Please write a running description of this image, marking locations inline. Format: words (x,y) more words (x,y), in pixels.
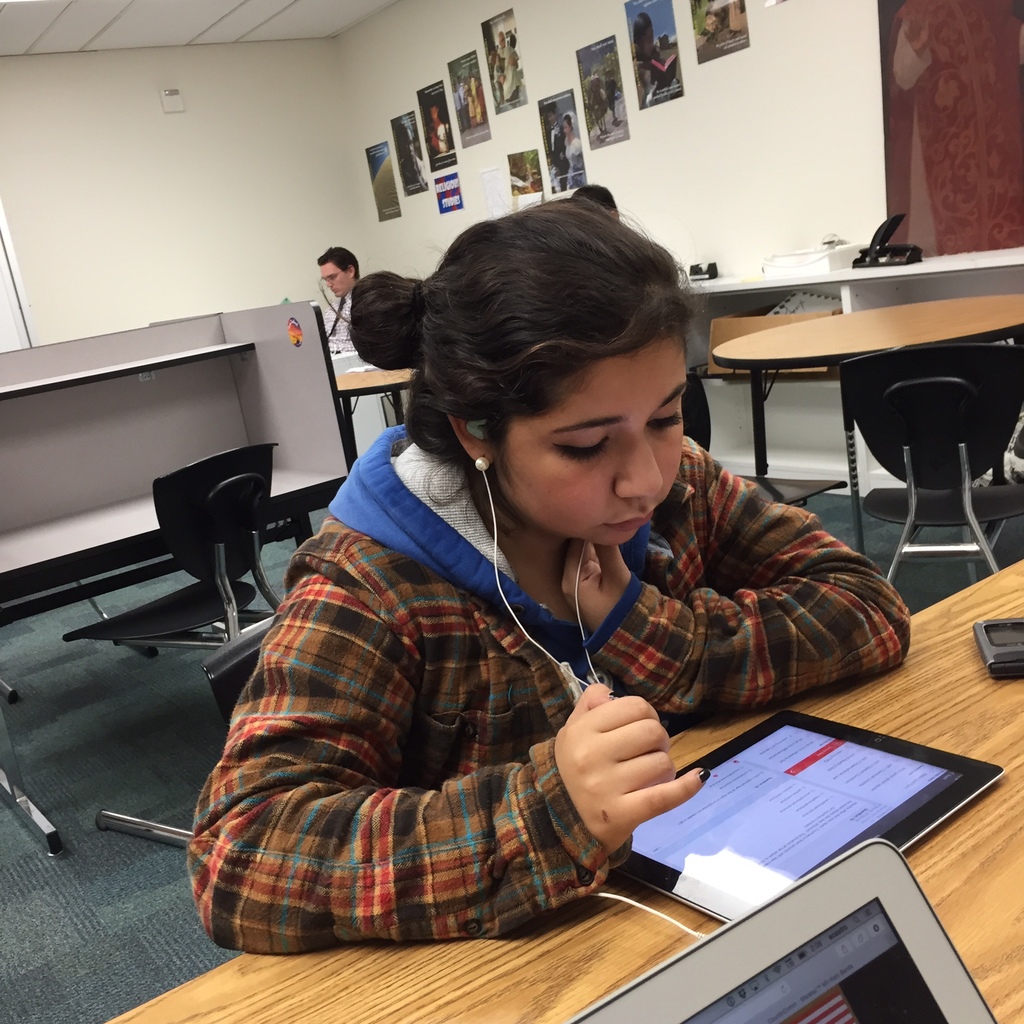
In this image we can see three persons (497,475), one of them is wearing a headphone (637,907), in front of her, there is a table (594,964), on that there is a tablet (763,854), a monitor (894,874), and a cell phone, there are chairs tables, there are some objects (827,242) on a table (973,263), there are photo frames (912,235) on the wall (870,220).
